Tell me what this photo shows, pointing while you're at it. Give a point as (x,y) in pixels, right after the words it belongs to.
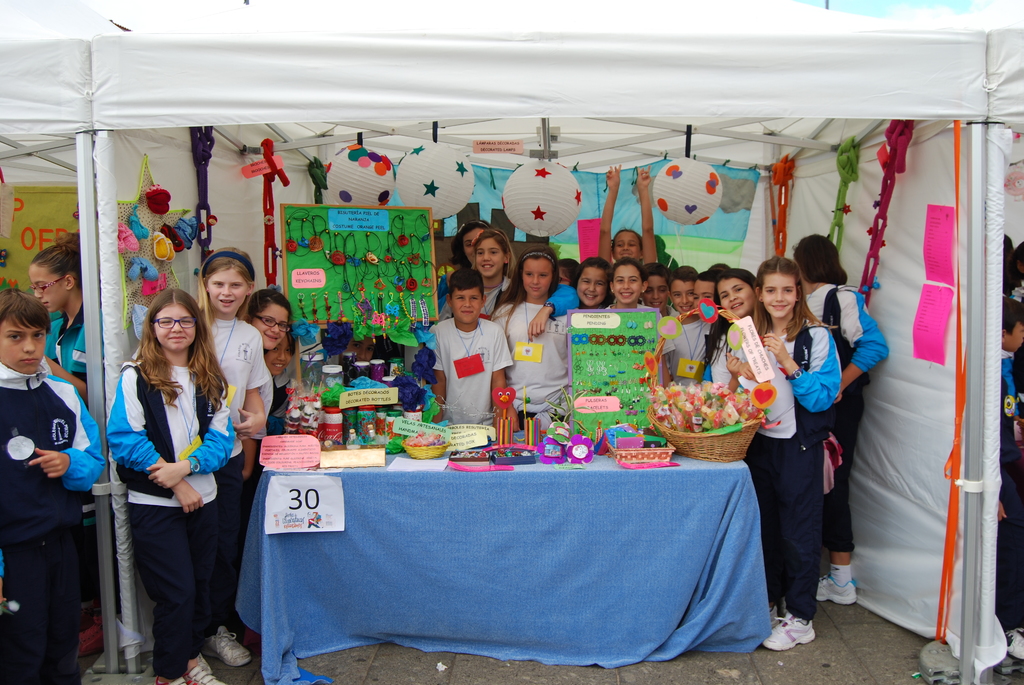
In this picture there are group of people (148,423) who are standing. There is a basket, toy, earrings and few objects (394,453) on the table (582,463). There is a board (365,219), cloth (448,532) and paper (935,317).
